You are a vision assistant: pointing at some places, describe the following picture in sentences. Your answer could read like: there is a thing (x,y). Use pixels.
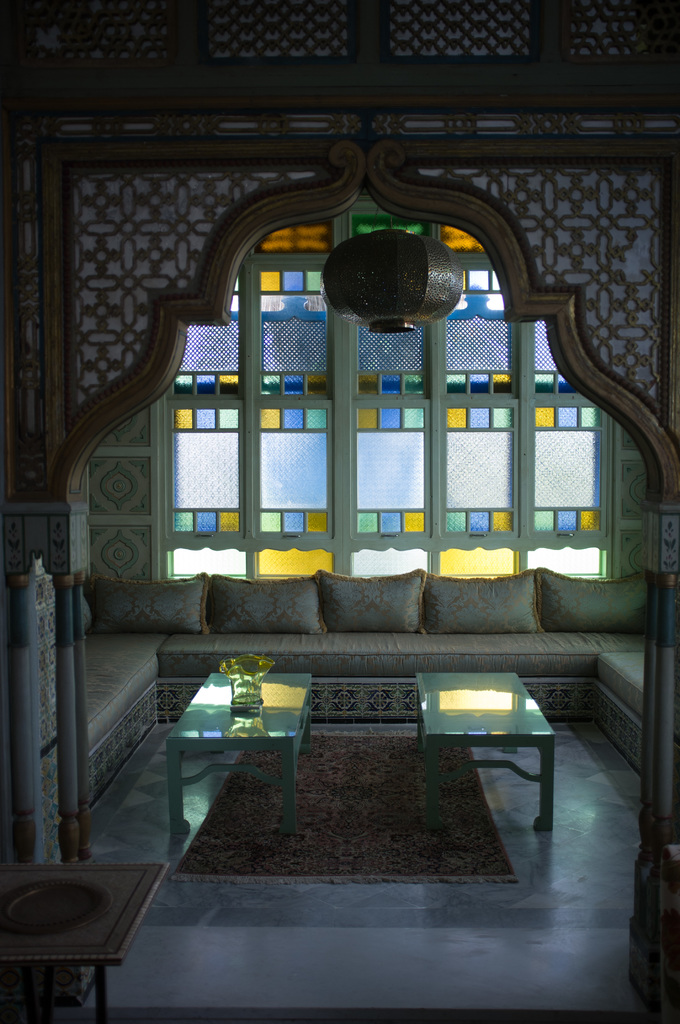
In this image, I can see tables (531,777), cushions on sofas (132,746) which are on the floor (511,773). In the background (614,481), I can see windows (494,464), lights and a wall (144,489). This image taken, maybe in a hall (23,736).
